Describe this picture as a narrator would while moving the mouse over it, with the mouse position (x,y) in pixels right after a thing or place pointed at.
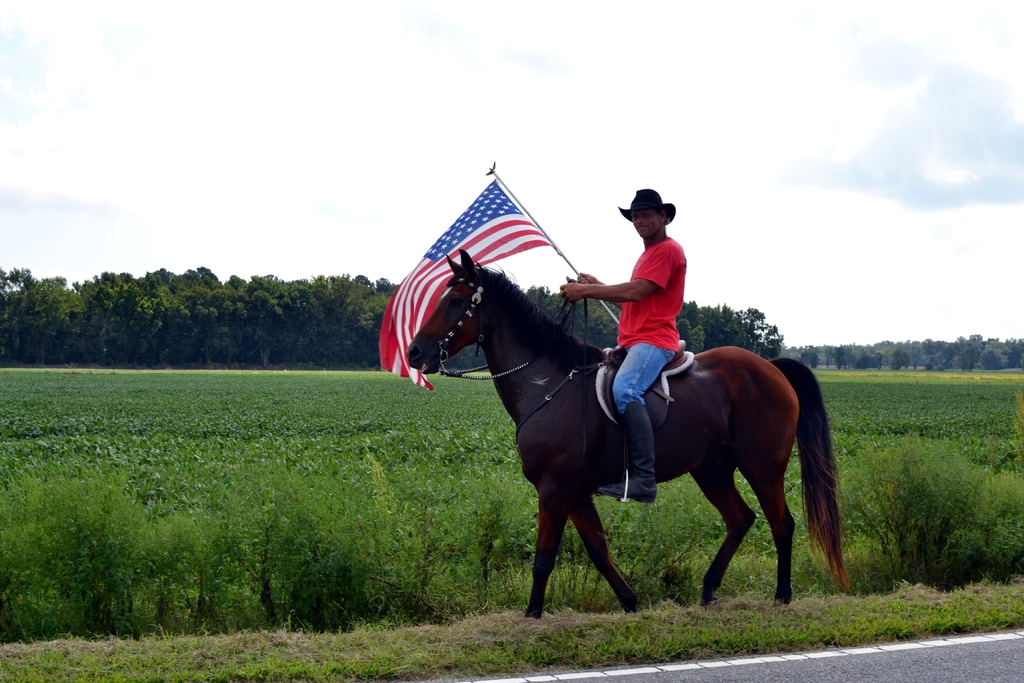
In this picture there is a brown color horse (462,292) with man (667,358) sitting on it, wearing red color t-shirt (619,341) and holding the american flag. Behind there is a grass lawn (287,383) and some trees (208,321).
